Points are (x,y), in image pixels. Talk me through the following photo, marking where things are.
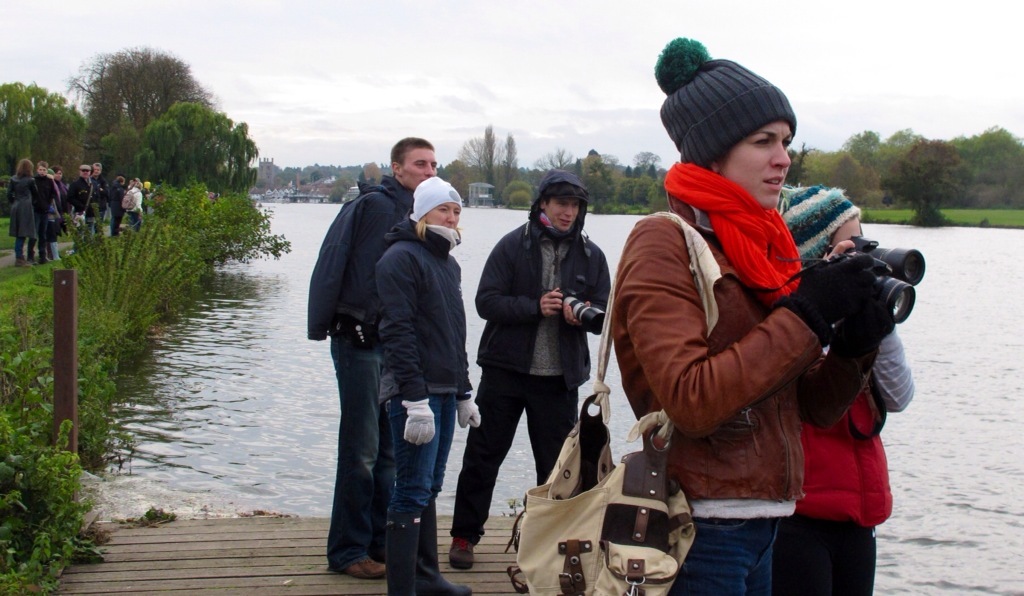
Here I can see few people (379,410) are standing facing towards the right side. A man (554,319) and a woman (719,302) are holding cameras (585,319) in their hands (854,280). At the back of these people (780,424) I can see the river (944,369). On the left side (44,232) few people (56,228) are standing on the road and also I can see few plants (133,276) and trees (149,109). In the background (322,194) there are some buildings (331,183). At the top (478,32) I can see the sky (444,42).
